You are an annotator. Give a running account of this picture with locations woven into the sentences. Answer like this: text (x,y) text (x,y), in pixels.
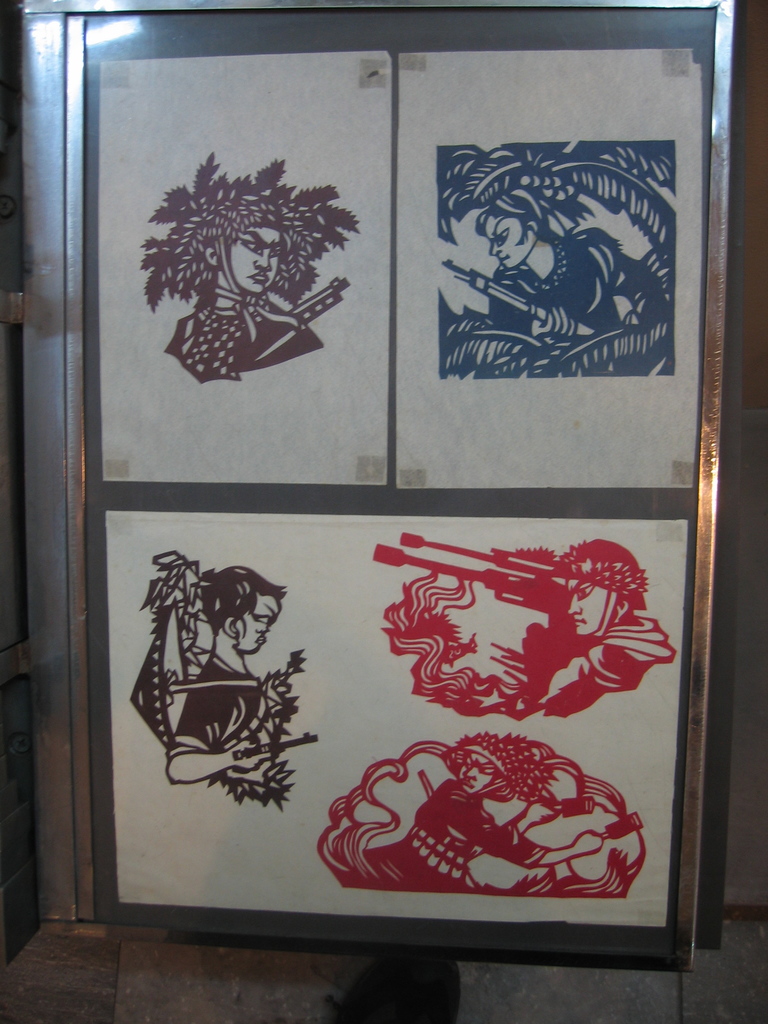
In this image we can see there is a painting (271,465) of a few people (496,843) on the door (536,499) of the cupboard (98,724).
